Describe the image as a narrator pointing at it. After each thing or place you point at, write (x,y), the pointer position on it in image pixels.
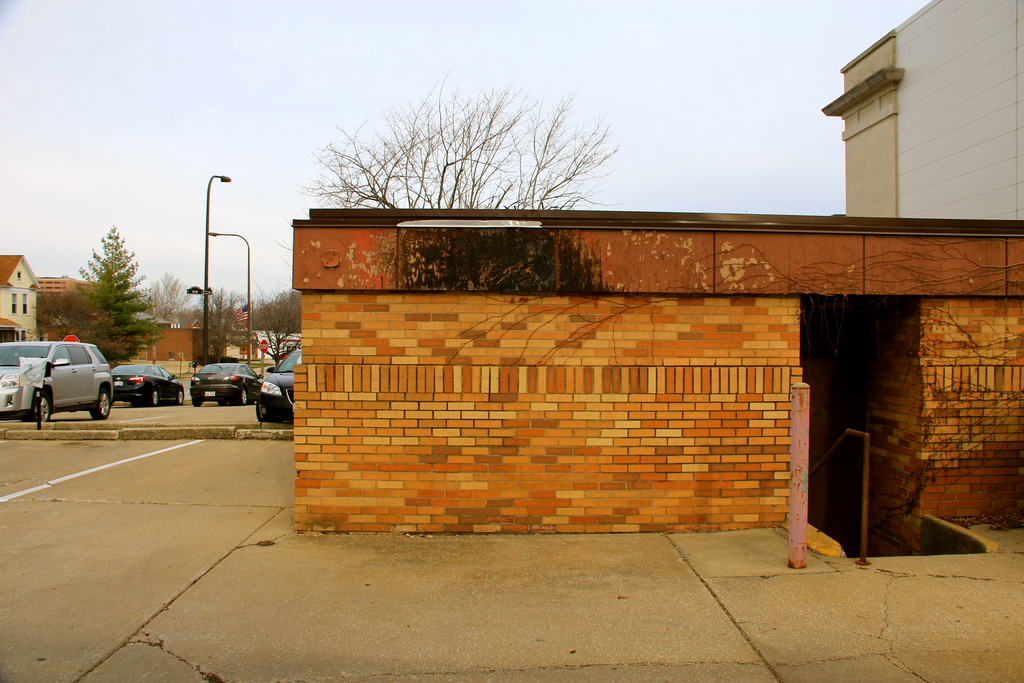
In this image we can see the brick wall (533,408), cars (107,388) parked here, building (984,42), light poles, houses (4,327) and the sky (276,204) in the background (147,11).
